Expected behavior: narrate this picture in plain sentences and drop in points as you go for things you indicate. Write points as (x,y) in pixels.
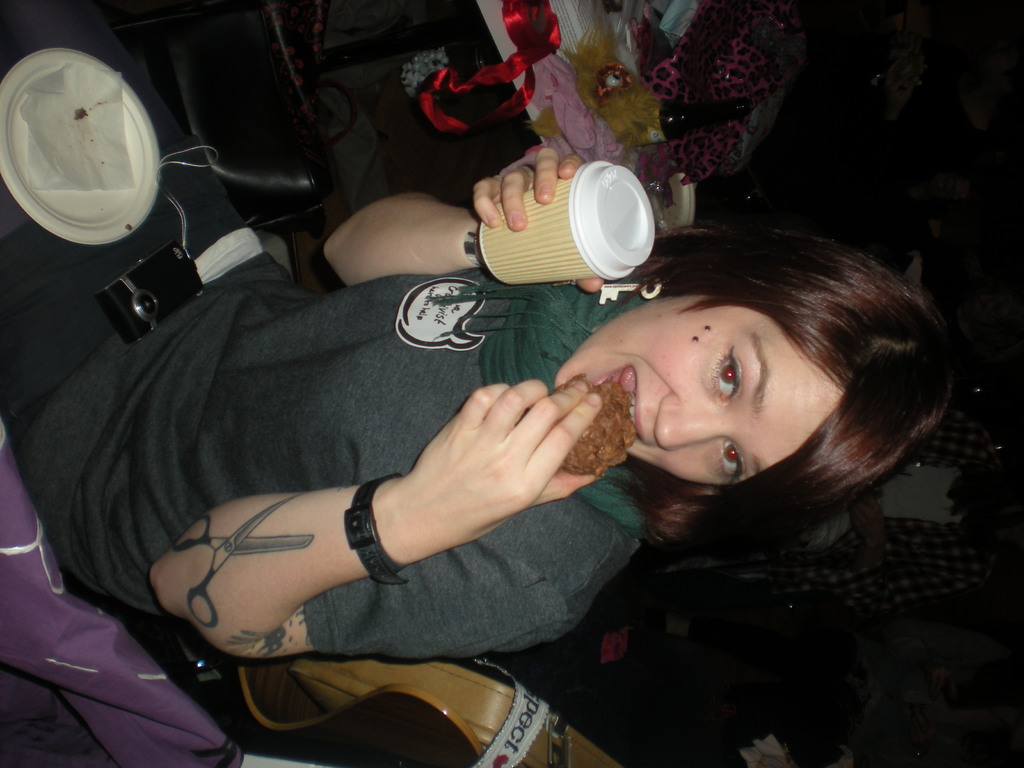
In the foreground of this picture (660,402) we can see a person (345,405) wearing T-shirt (419,375), scarf (513,366), sitting and holding a glass (537,244) and eating a food item (609,421) and we can see a white color platter (95,199) and a camera (178,274) is placed on the lap (69,357) of a person (12,238). In the background (578,122), we can see there are some objects (658,109) placed on the top of the table (525,72) and we can see a person (853,589) and some other objects (570,117) in the background (836,561).
